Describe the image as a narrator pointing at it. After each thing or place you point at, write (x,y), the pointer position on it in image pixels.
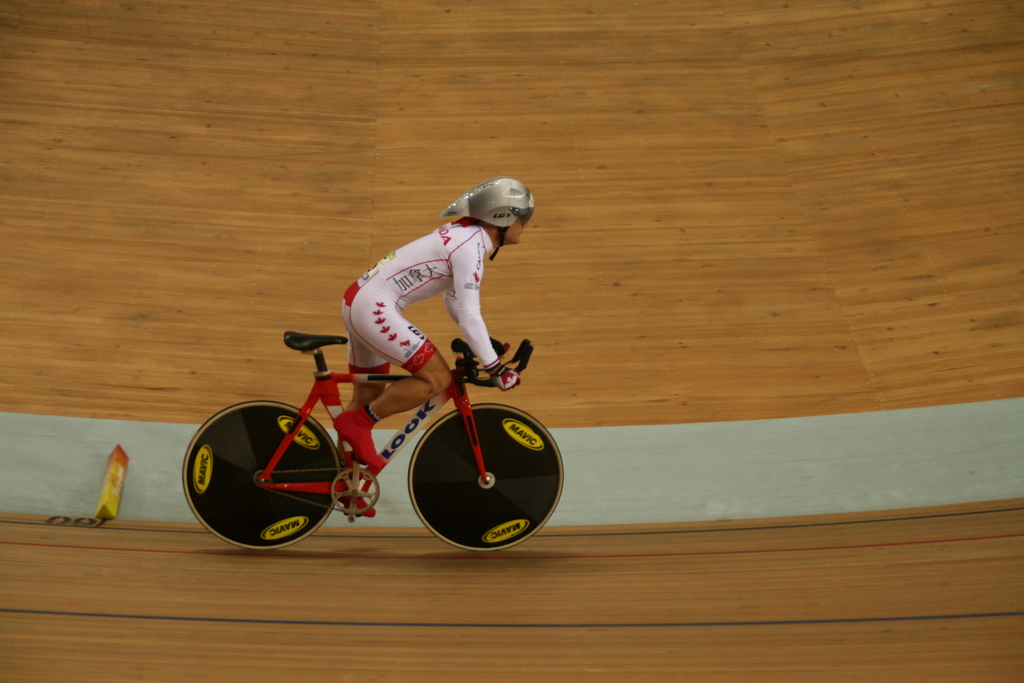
In this image there is a person (488,235) with a helmet (486,204) is riding a bicycle (269,530) on the path (391,472).
